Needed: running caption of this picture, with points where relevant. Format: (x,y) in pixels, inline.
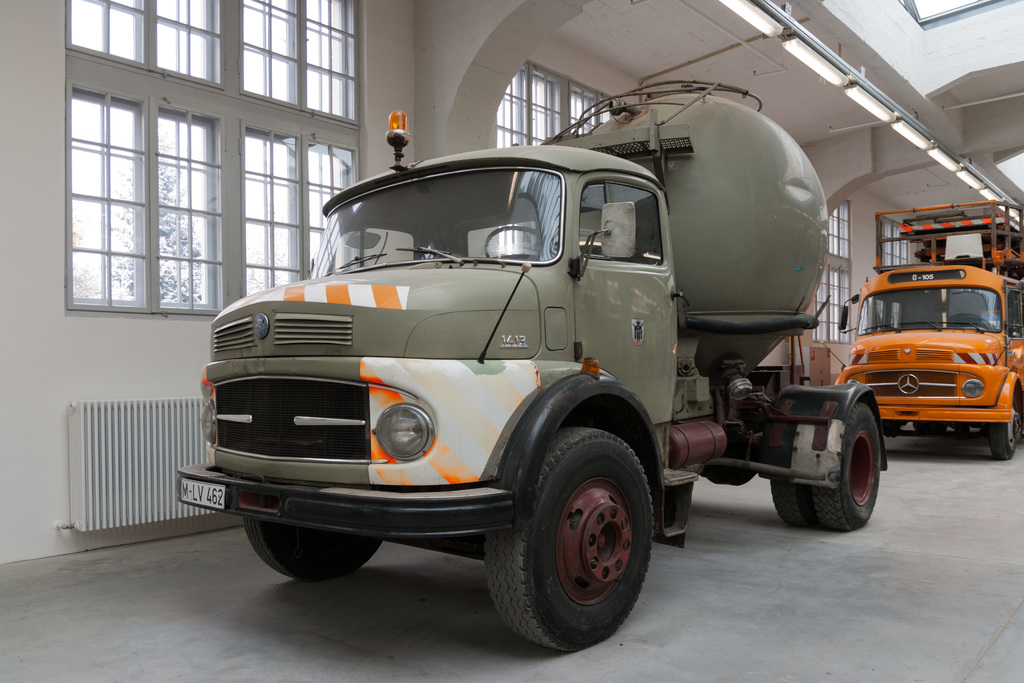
In this image I can see two vehicles (521,417) which are in white, ash and orange color. These vehicles (906,362) are inside the building (200,346). To the side I can see the windows (276,225) to the wall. Through the windows (168,191) I can see the trees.
